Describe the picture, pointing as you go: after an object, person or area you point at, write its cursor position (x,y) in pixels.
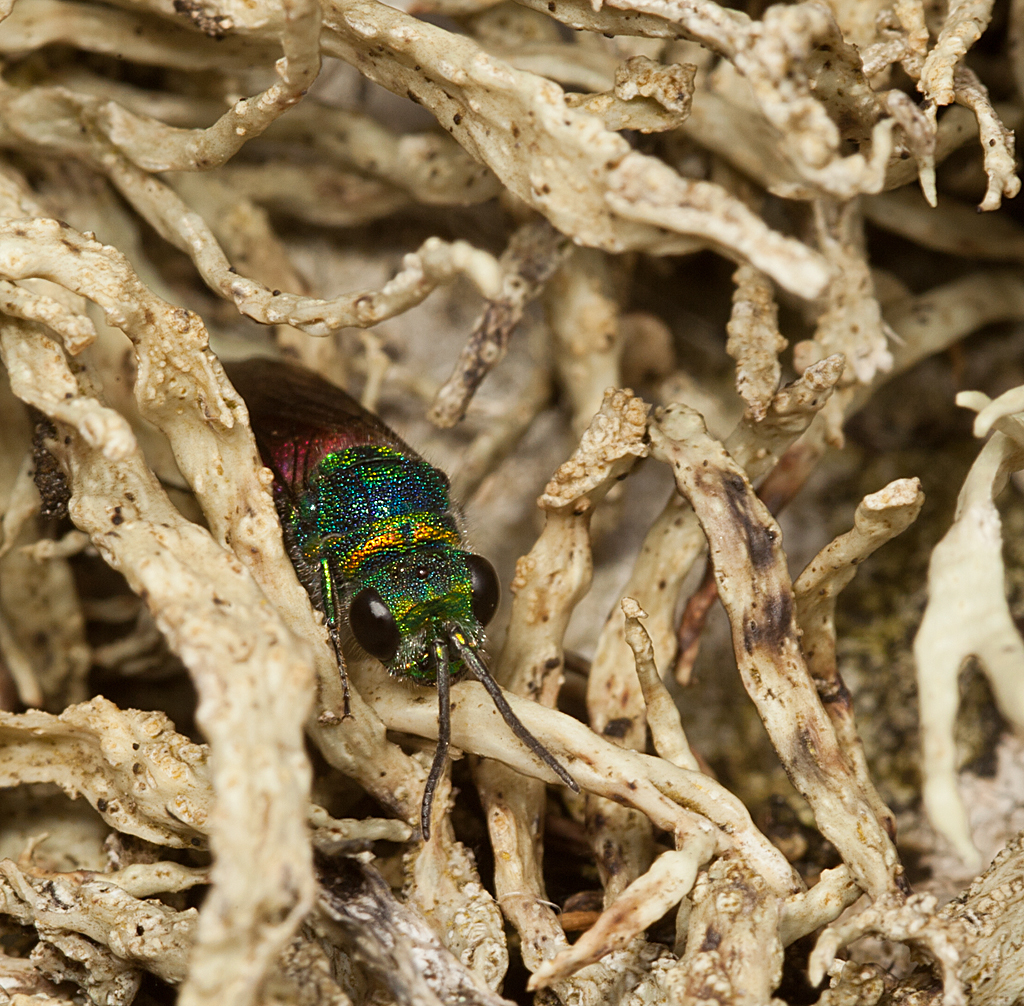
In the center of the image (420,589) we can see an insect (375,583) is there. In the background of the image (314,364) we can see a lichen (577,211) is there.
